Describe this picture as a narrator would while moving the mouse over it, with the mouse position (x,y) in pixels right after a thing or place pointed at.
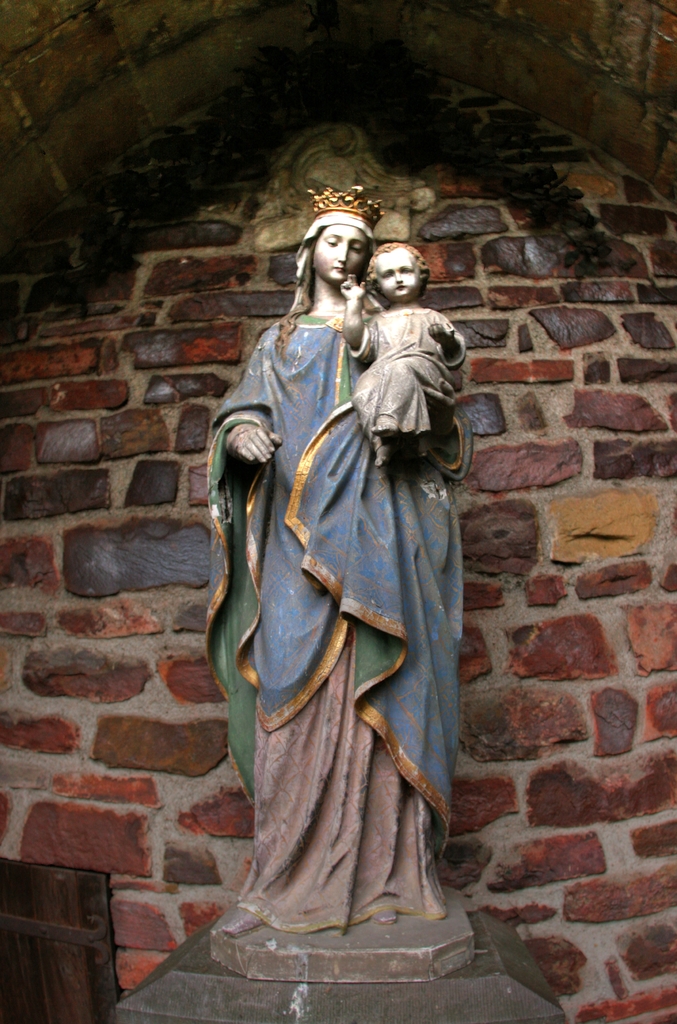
In this picture we can observe a statue (302,511) of a woman (362,860) and a boy (402,271) in her hand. We can observe a crown (339,202) on her head (331,260) of this statue (306,343). In the background (148,599) there is a wall (493,694).
